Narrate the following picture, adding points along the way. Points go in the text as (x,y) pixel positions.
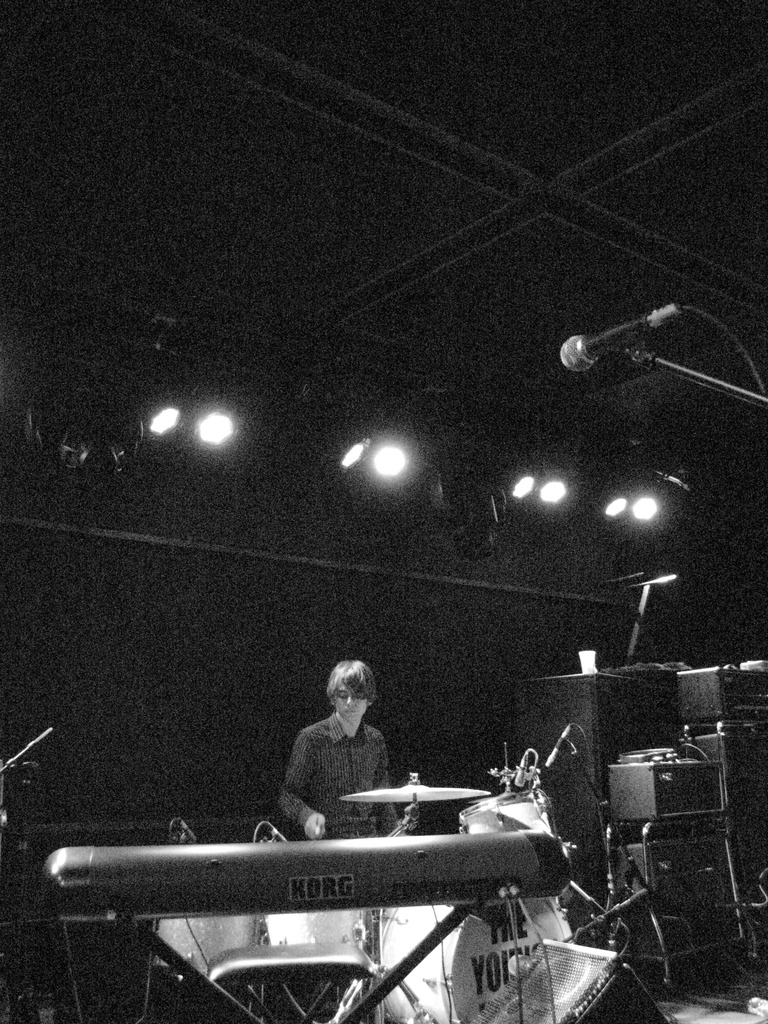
This is a black and white image. In this image we can see a person (326,737) standing on the floor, musical instruments (318,851), electric lights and mics (574,353).
